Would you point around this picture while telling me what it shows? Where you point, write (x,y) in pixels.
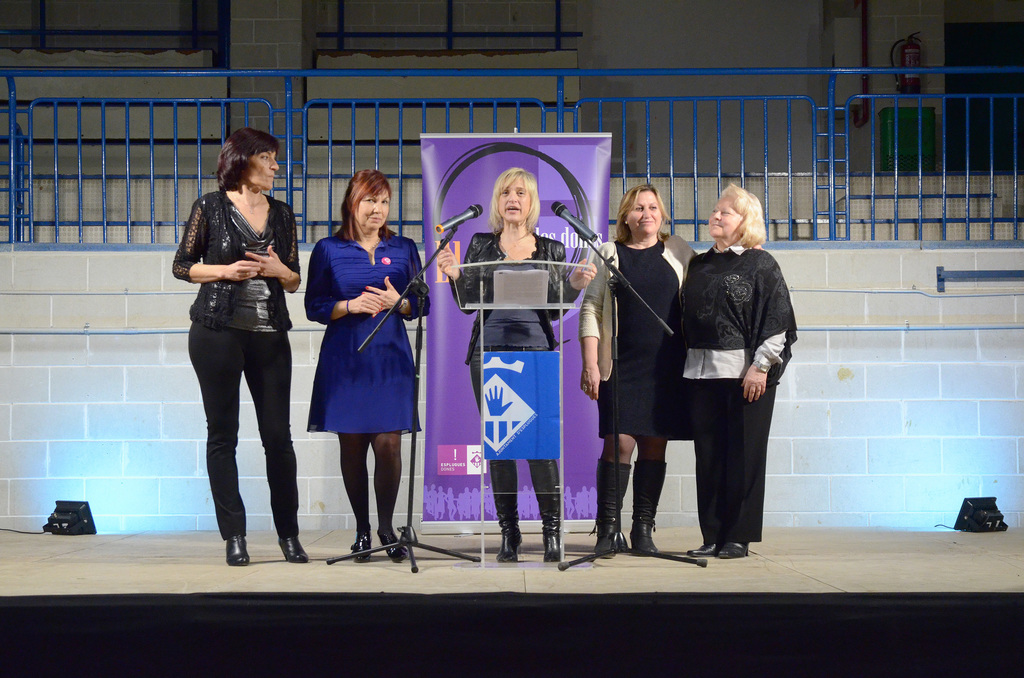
In this image we can see few people (397,263) standing near the podium (504,331), there are mics (613,550) beside the podium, there are black colored objects (985,516) on the floor (234,571), there is a banner (565,185) behind the person (514,216), there is a railing (836,224) to the wall (372,154) and there are fire extinguisher (904,60), a pipe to the wall (882,87) and an object (891,124) near the wall (734,88) in the background (904,155).
